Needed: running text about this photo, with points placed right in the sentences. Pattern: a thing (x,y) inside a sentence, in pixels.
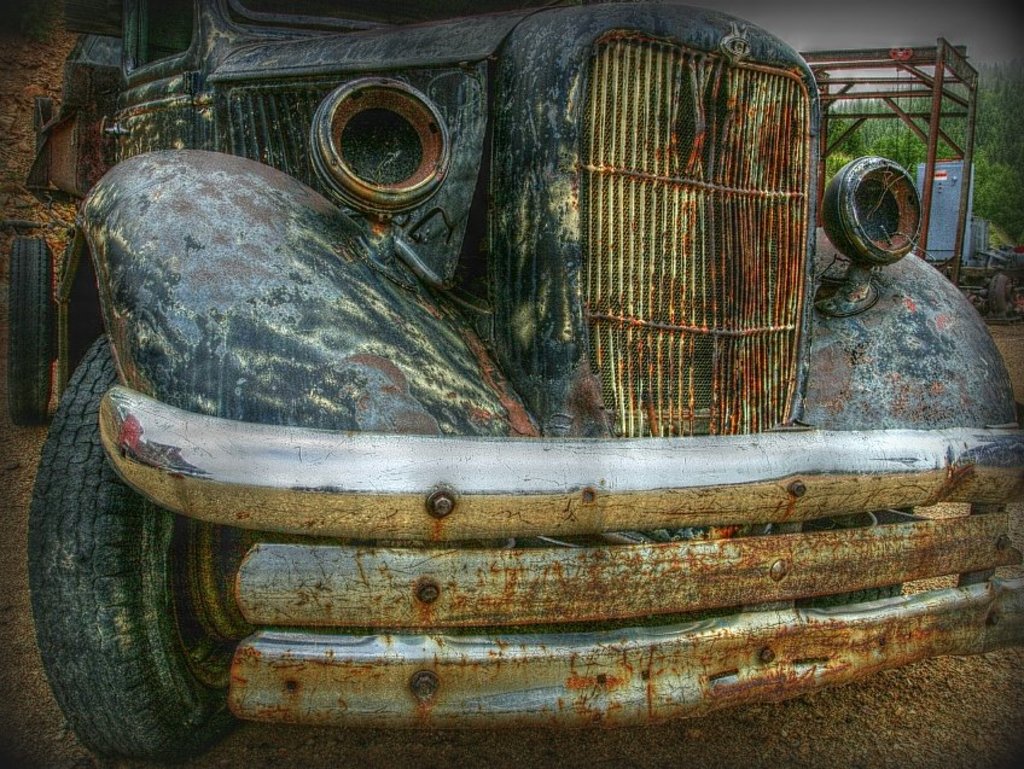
In this image we can see a vehicle (314,426). We can see some reflection (157,443) on a vehicle (171,453) at the left side of the image (142,452). There are few object (930,131) at the right side of the image (970,220). There are many trees (1007,122) in the image.
